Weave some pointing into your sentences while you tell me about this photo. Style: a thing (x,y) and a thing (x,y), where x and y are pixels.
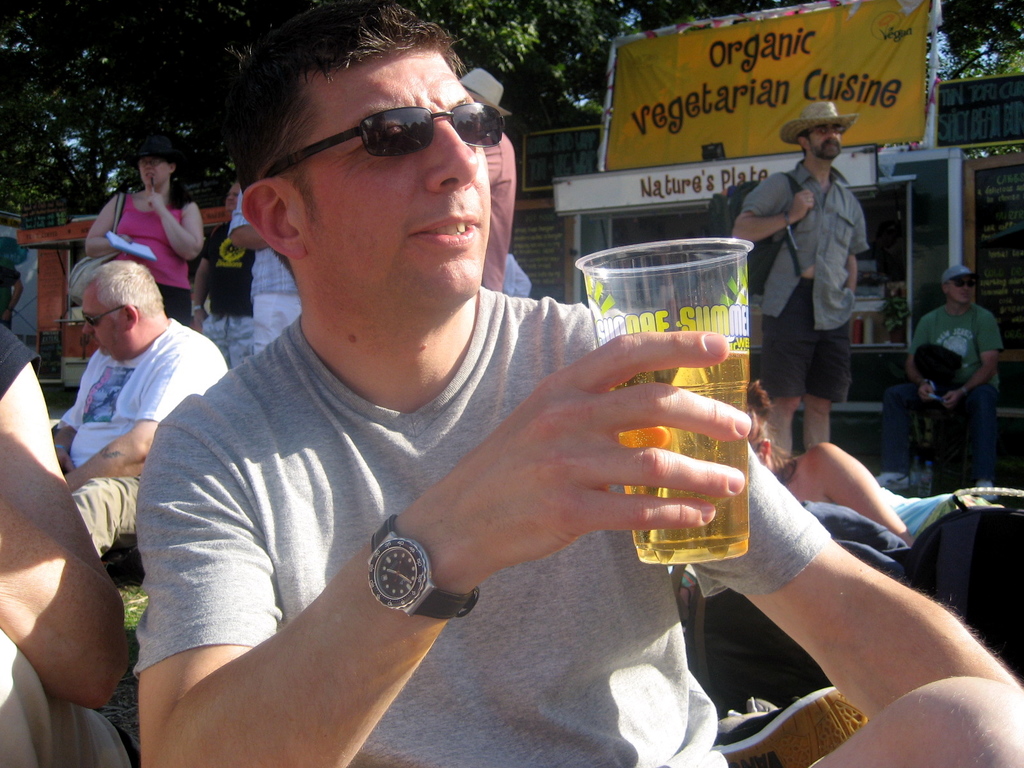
In this picture outside of the city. There is a group of people (311,350). They are sitting. In the center (571,336) we have a person (583,330). He is holding a glass (607,286). He is wearing a spectacle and watch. In background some persons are standing they are wearing a hat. In background (642,192) we can see trees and banners (619,200).
